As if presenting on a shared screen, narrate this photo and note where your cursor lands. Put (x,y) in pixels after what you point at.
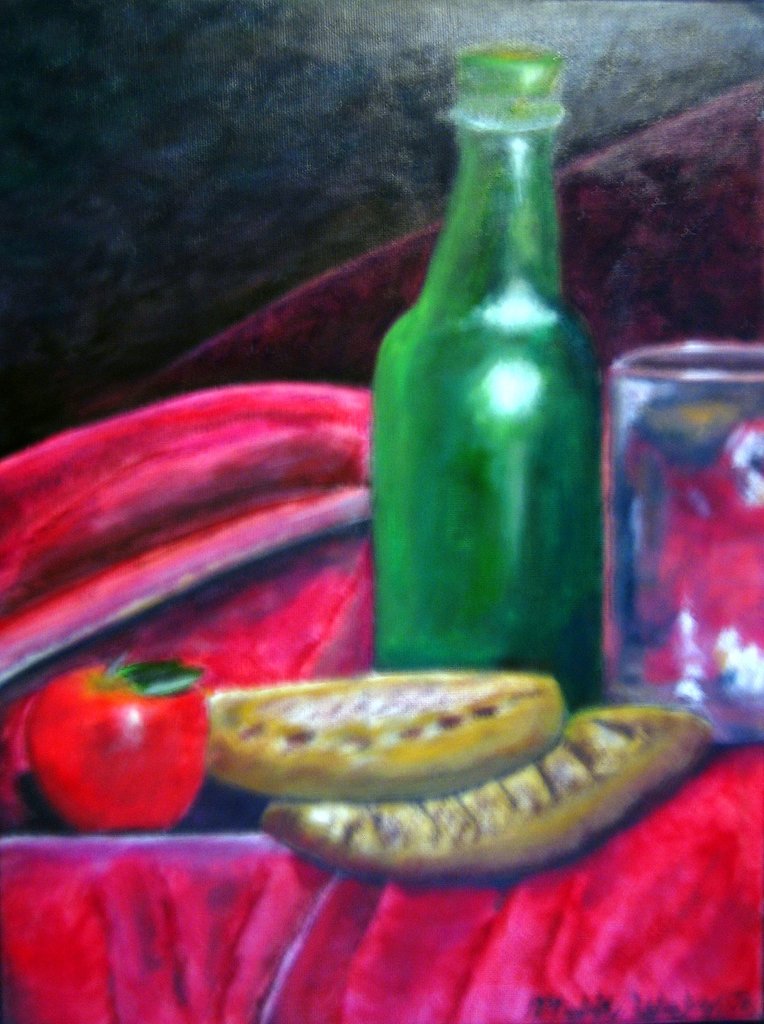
In this picture we can see painting (543,185) of glass (752,592), bottle (530,305), fruit (165,689) and objects (459,835). In the background of the image (678,70) it is blurry.
